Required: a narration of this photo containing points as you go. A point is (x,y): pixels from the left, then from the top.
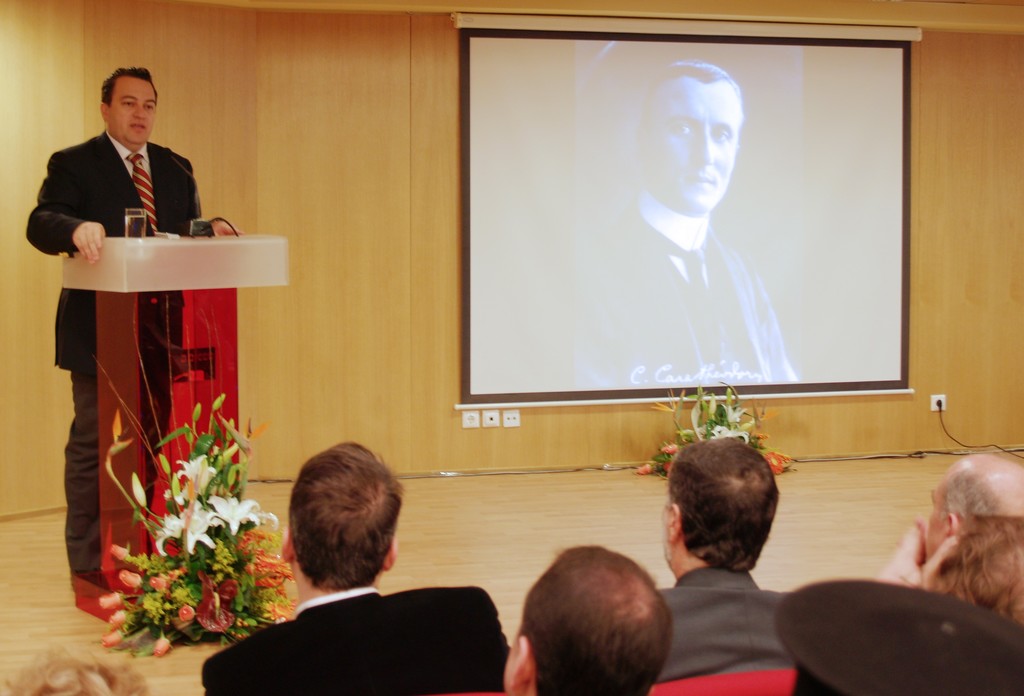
In this image there are group of people (968,630) sitting, there are flower bouquets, screen (494,334), a person (160,201) standing near a podium (177,420).
